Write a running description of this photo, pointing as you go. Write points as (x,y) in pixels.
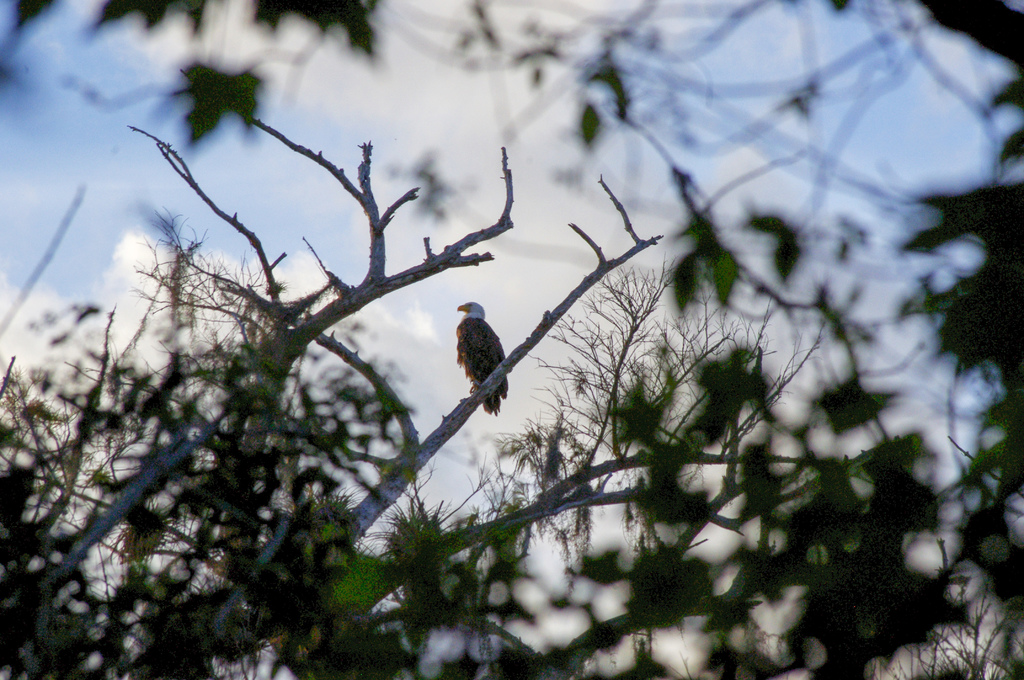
In this picture I can see the branches (448,432) of a tree (664,356) and I can see a bird (483,342) standing on a branch (542,328). I can see clouds (423,150) in the sky (473,159).
